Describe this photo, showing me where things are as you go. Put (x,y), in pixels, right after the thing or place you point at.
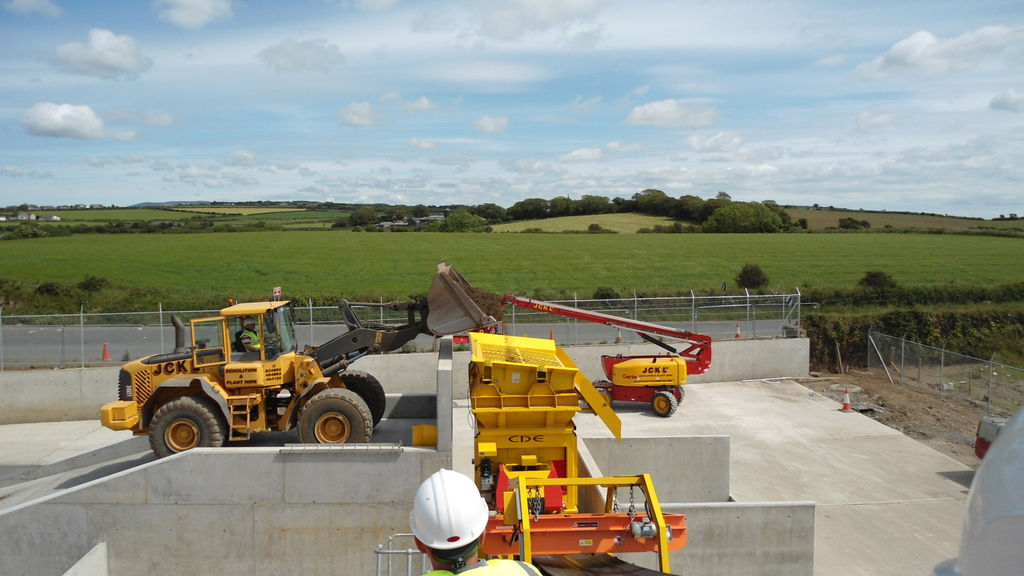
In this image there are construction machines (373,384), in the background (400,235) there is a field (318,222), trees (737,210) and a cloudy sky (628,76).
